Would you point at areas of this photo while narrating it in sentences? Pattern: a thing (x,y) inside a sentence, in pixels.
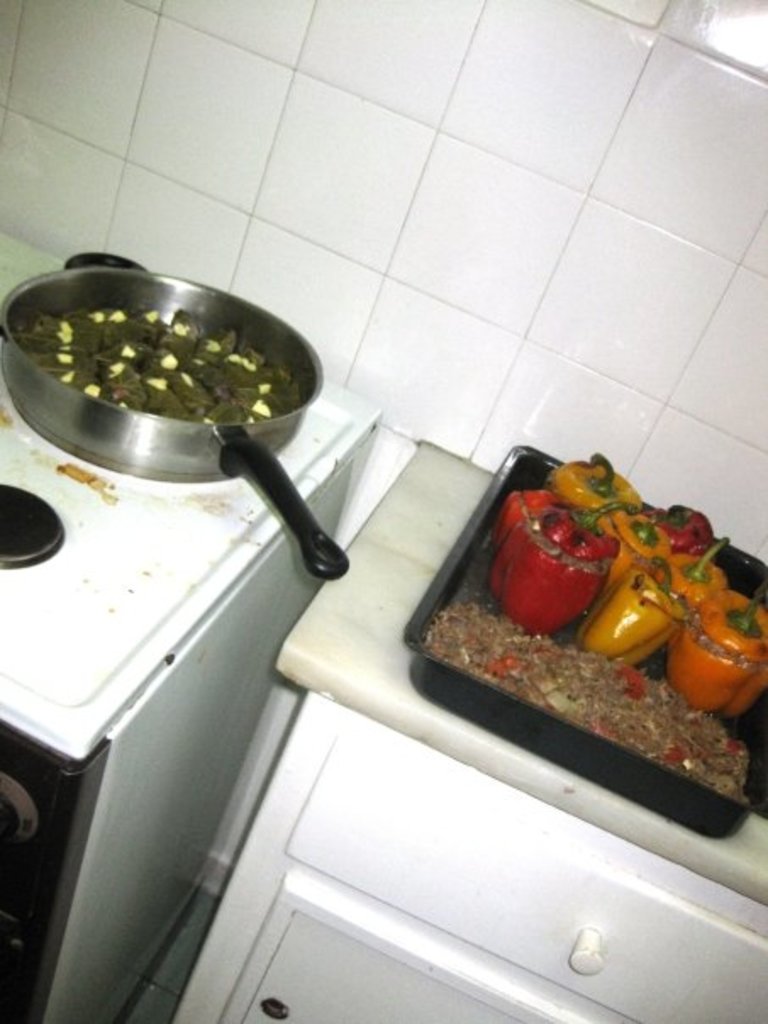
We can see tray (765,768) with food (547,527) and container (158,427) on surface (369,622) and we can see wall (561,222).
